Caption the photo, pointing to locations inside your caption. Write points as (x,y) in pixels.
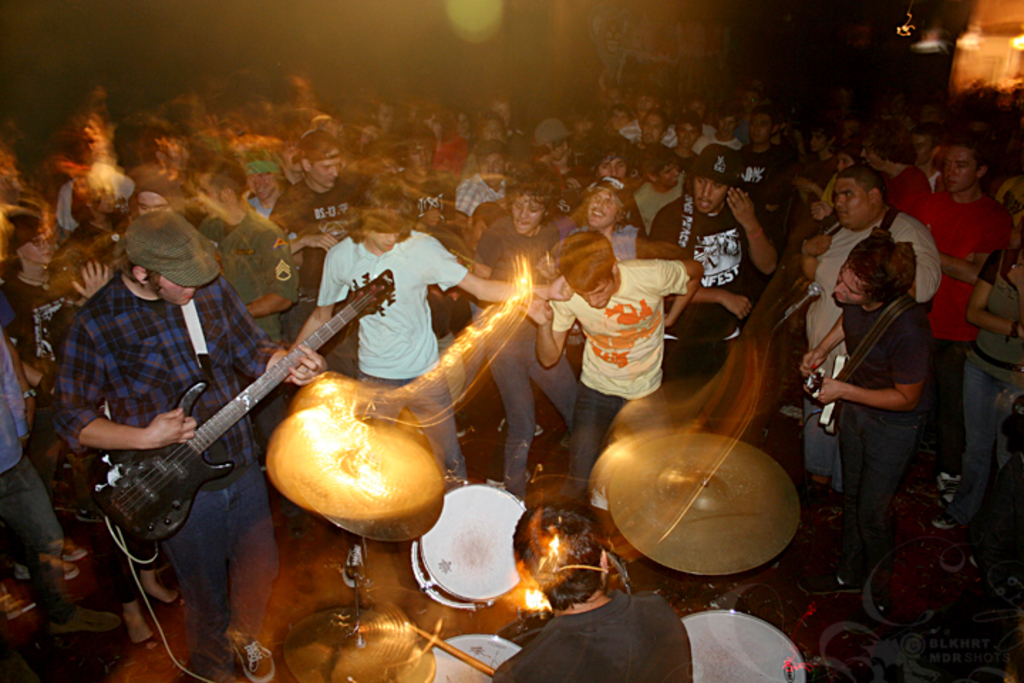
Here we can see people (539,254). Front these two people (146,422) are playing guitars (167,462). In-front of this person (561,668) there are musical instruments (478,538).
